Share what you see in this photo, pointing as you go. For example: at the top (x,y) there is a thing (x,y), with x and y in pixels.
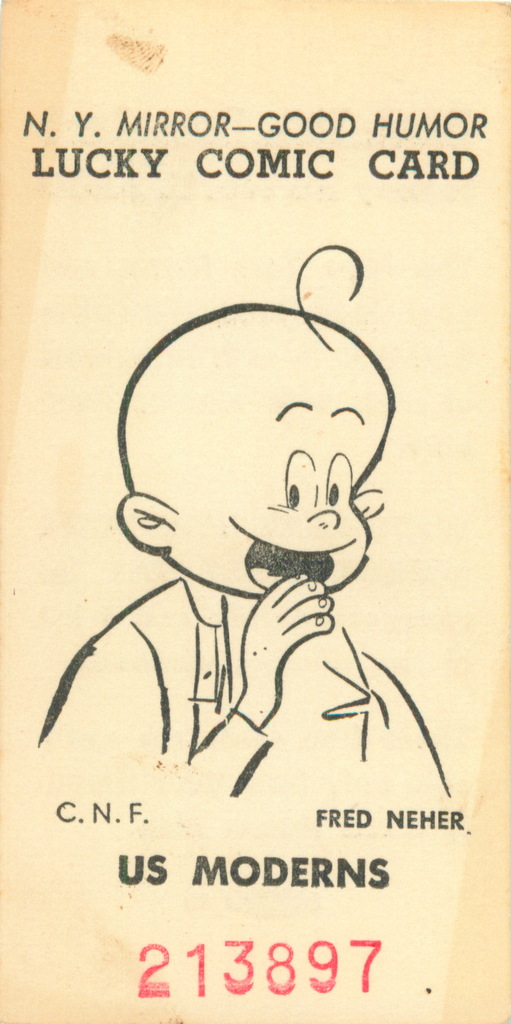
In this image I can see the paper (147,287). On the paper (206,340) I can see the person (161,667) with the bald head (195,501) and something is written on it.
